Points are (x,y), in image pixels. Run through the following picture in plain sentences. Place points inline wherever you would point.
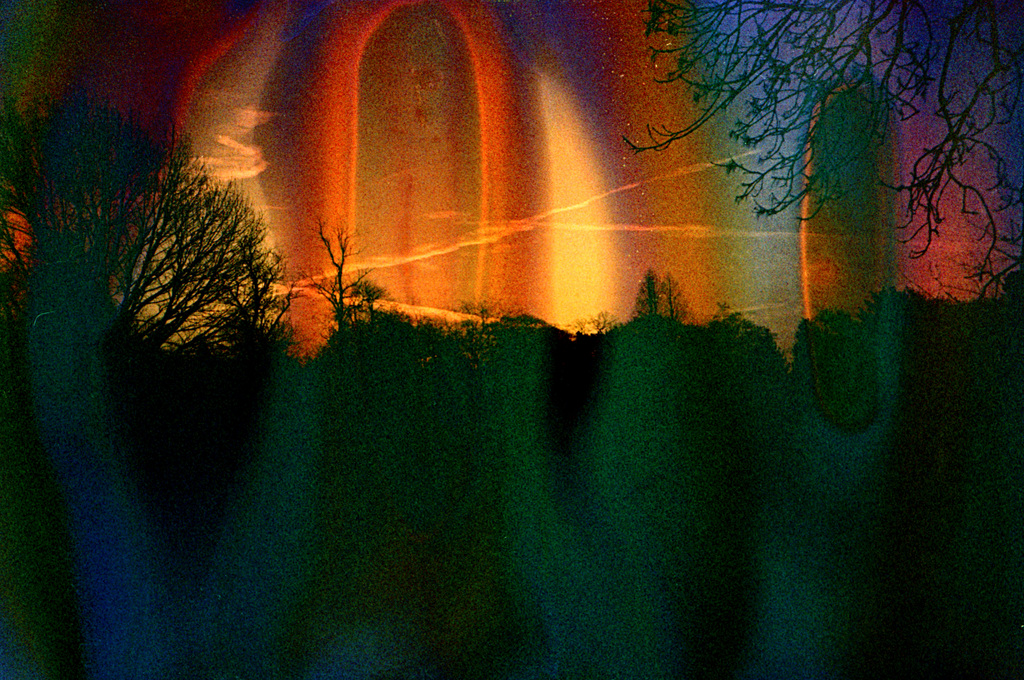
This is an edited picture. In this image there are trees (763,467). At the top (463,44) there is sky (467,63) and there are clouds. This picture is in different colors.
